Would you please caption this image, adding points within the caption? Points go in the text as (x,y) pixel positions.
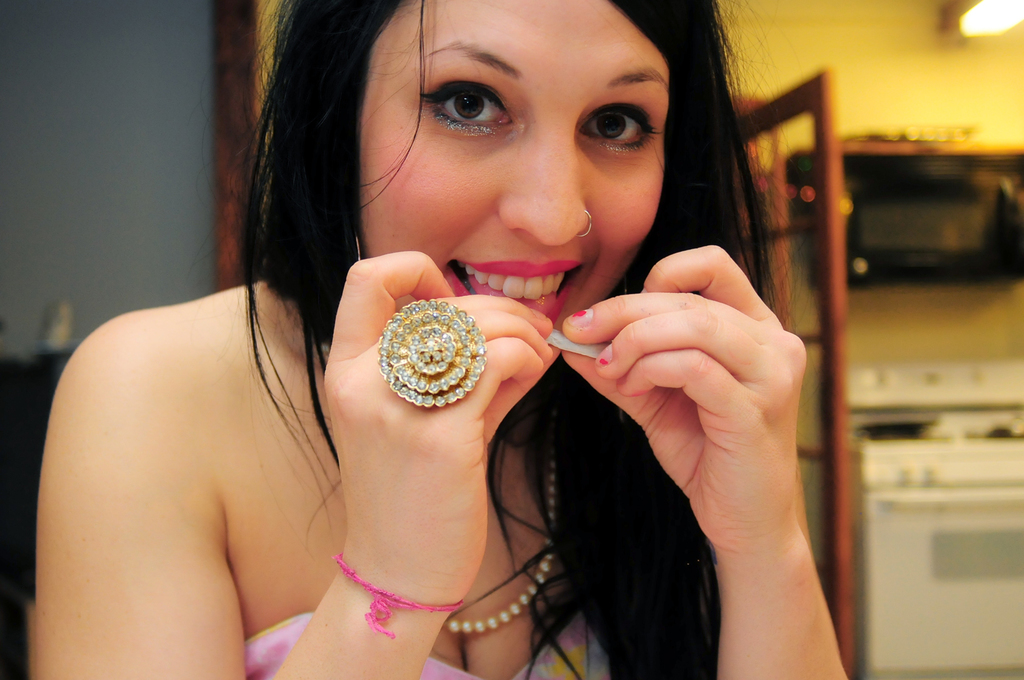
In this image we can see a lady (549,592) and she is holding an object (563,343). There is a lamp (983,29) on the wall (944,57) at the right side of the image (996,15). There are few objects (923,197) at the right side of the image (829,361).
